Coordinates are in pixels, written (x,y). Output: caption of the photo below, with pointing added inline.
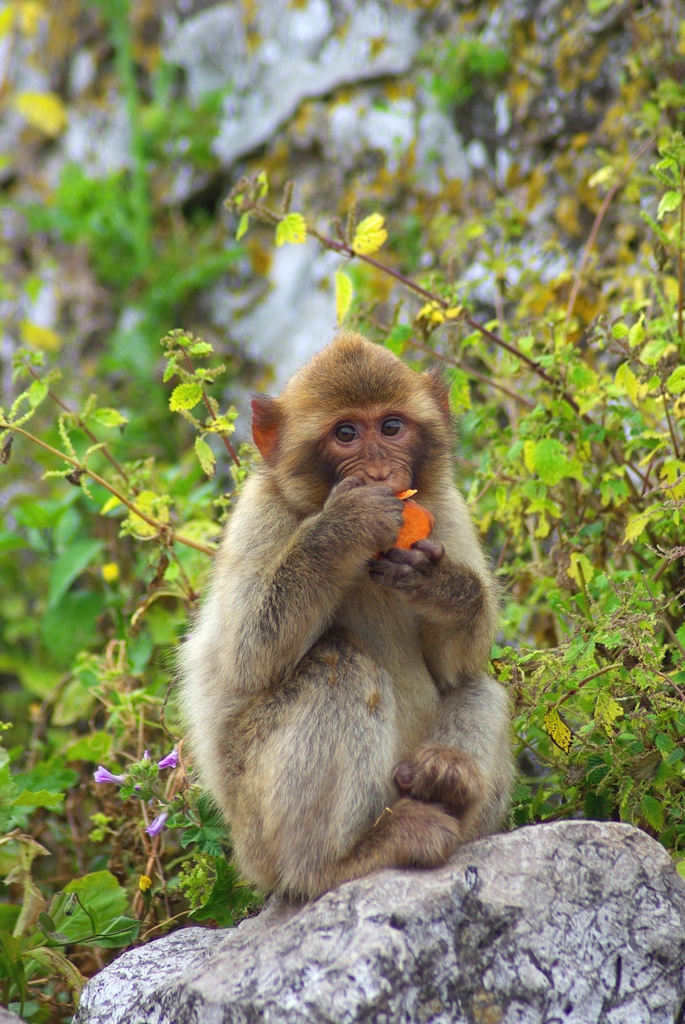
This picture is clicked outside. In the foreground (389,750) there is a monkey (284,546) sitting on the rock (571,881) and eating some food (416,528). In the background (486,358) we can see the plants (46,597) and the rocks (314,178).
